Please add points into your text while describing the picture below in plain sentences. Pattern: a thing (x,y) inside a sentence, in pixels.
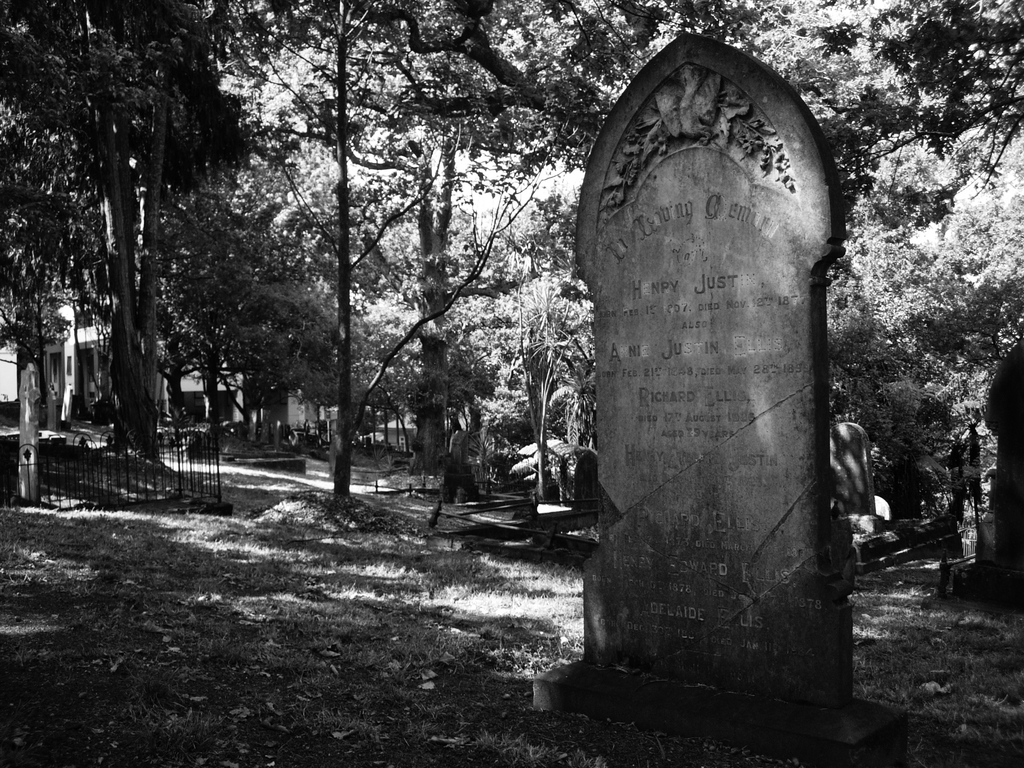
In this image we can see a memorial stone (707,549), grass (442,598), fence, house (239,416), and trees (587,41).
